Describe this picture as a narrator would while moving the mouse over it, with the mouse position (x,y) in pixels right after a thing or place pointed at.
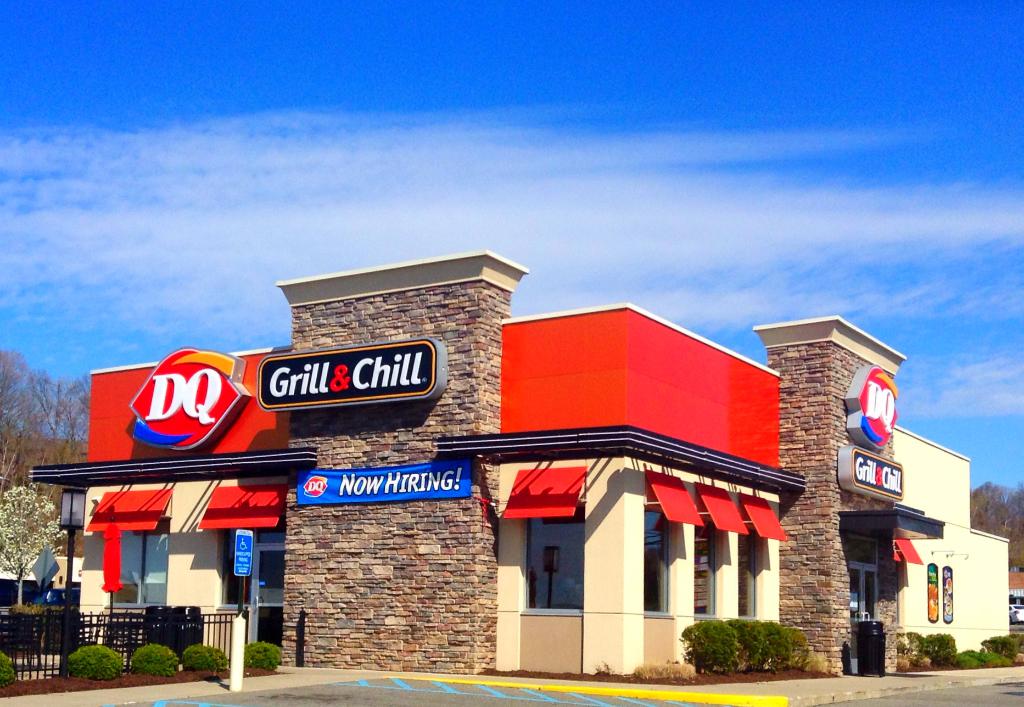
In the given picture, I can see a restaurant (336,293) towards left (201,658), I can see few tiny trees (195,651), Towards right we can see a gate (865,569) from where we get access to go inside and even here we can see a tiny trees (998,646) and behind the restaurant (297,382), we can see trees (36,406), sky (48,305) and a road (614,698).
